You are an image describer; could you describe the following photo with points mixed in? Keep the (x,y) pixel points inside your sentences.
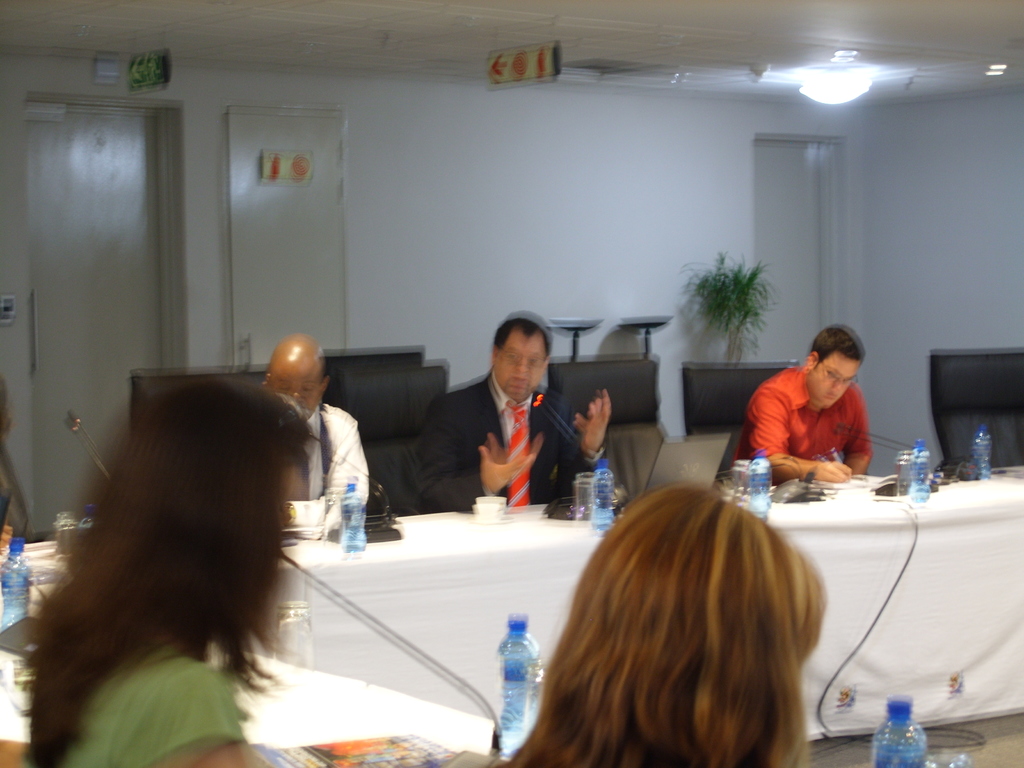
In the image we can see few persons (333,423) were sitting on the chair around the table (493,588). On table (380,586) there is a water bottle (600,492), glasses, pens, mouse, books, microphone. In the background (464,206) there is a wall (640,234), exit board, door (150,276), light (834,80) and plant (718,296).
